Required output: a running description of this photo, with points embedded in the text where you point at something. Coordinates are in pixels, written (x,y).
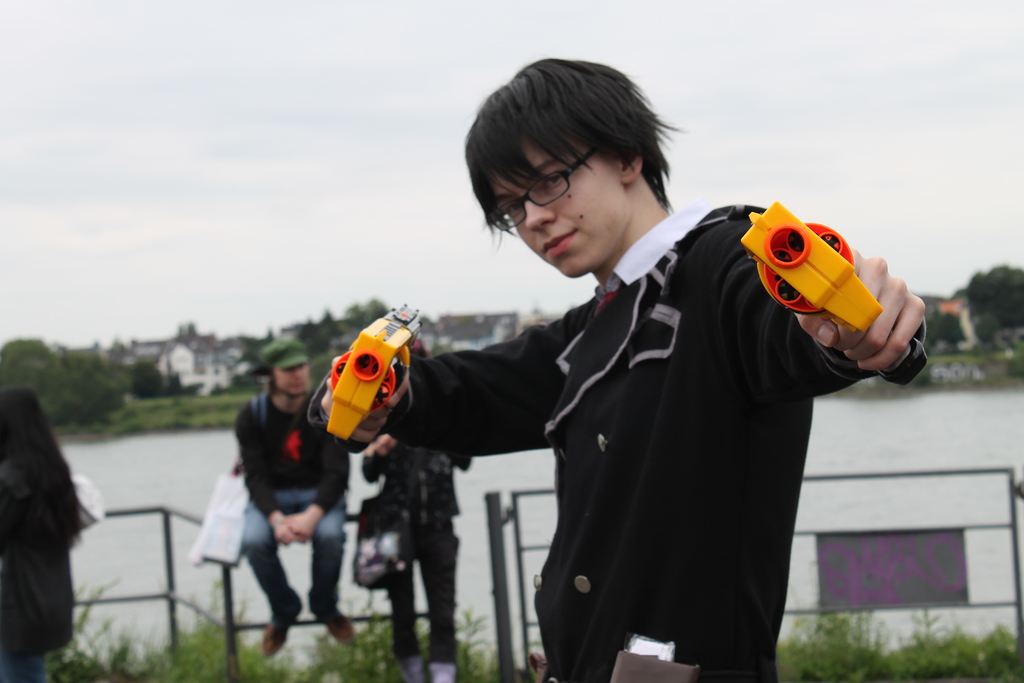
In this image, we can see a person (670,395) is wearing glasses (540,188) and holding guns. He is watching. Background (984,552) we can see few people (450,576), railing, plants (344,679), water (120,448), trees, houses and sky (434,90).
